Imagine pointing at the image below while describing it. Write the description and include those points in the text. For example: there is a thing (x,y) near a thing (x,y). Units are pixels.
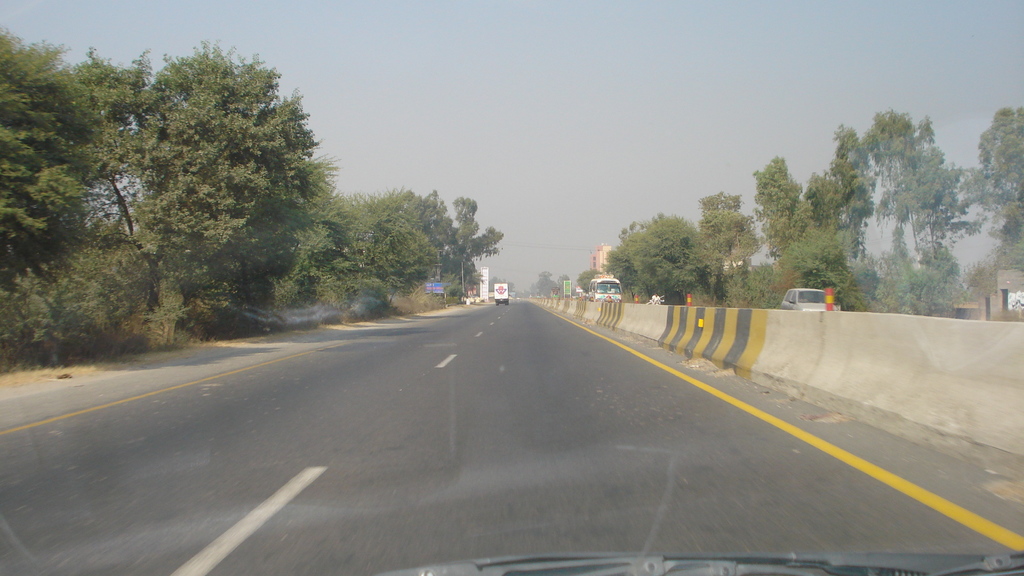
In this Image I see the road (673,540), divider (962,413), few vehicles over here, trees (21,93), buildings (996,295) and the sky (710,106) and I can also see a wiper (1003,566) over here.
